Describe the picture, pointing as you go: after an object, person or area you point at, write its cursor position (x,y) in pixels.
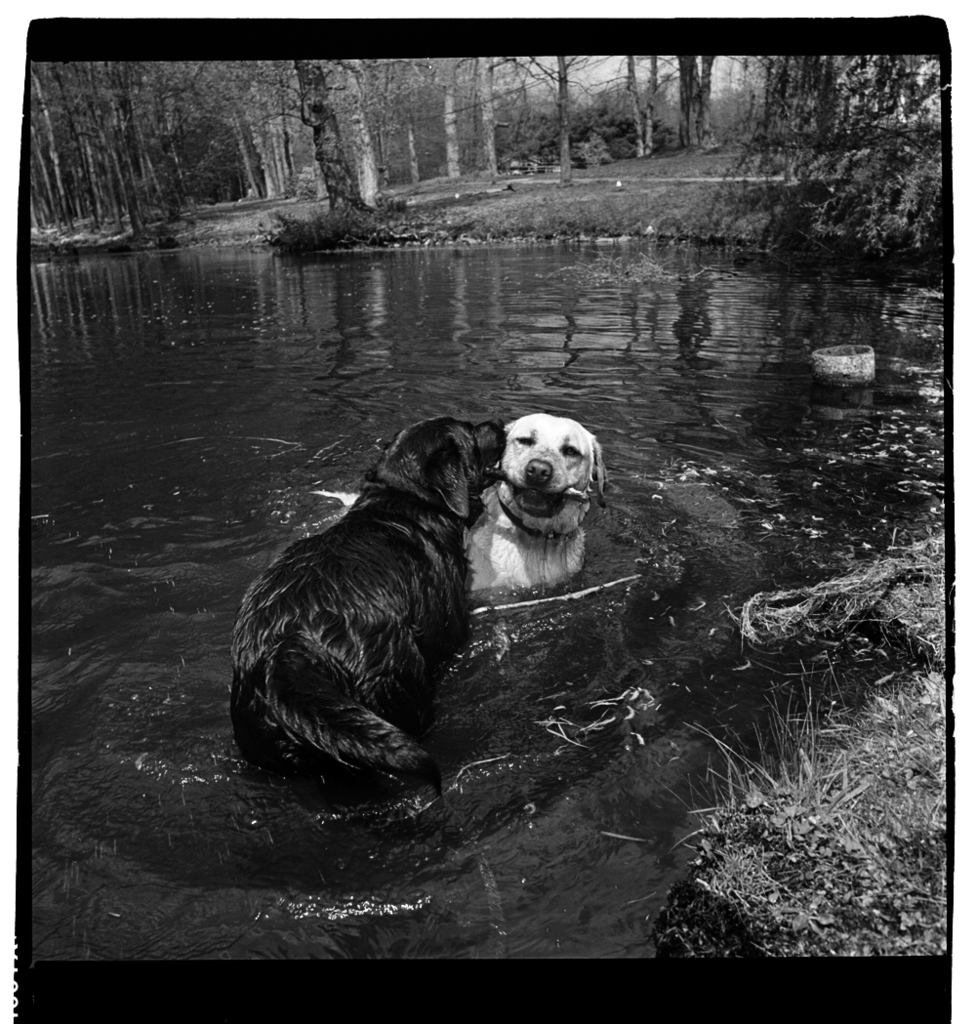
This is a black and white image, where we can see there are two dogs (603,490) playing in the water (649,493), in the background (888,77) there are trees (902,81).
